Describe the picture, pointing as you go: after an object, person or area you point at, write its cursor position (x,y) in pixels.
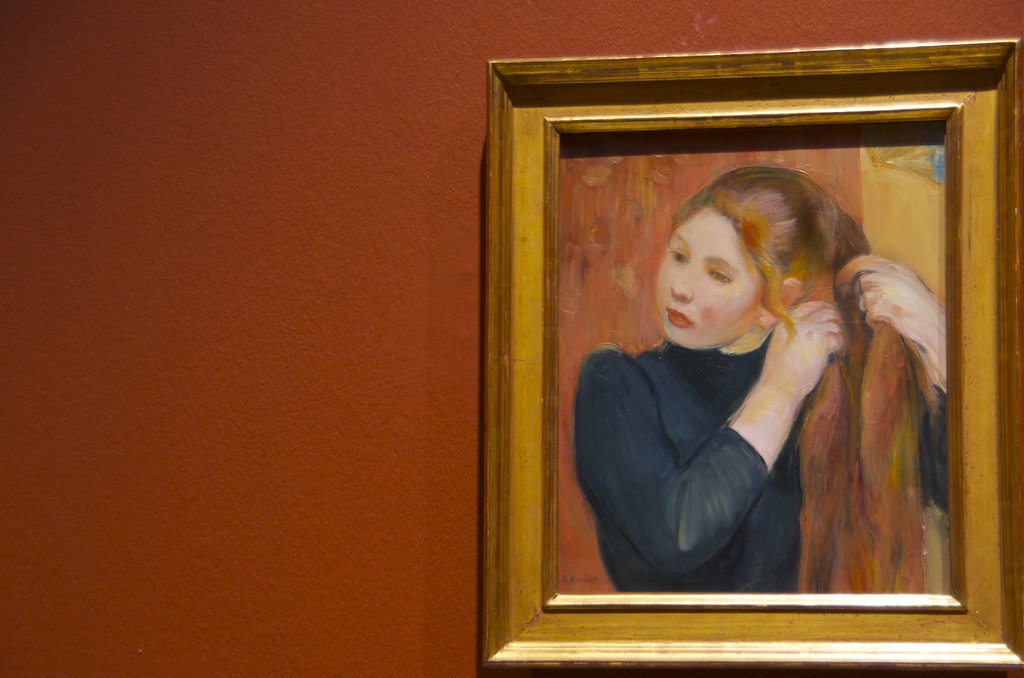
There is a wall (259,190) with a photo frame (621,92) of a painting (726,494). In this painting (718,365) there is a lady (728,445) holding the hair (857,346).
